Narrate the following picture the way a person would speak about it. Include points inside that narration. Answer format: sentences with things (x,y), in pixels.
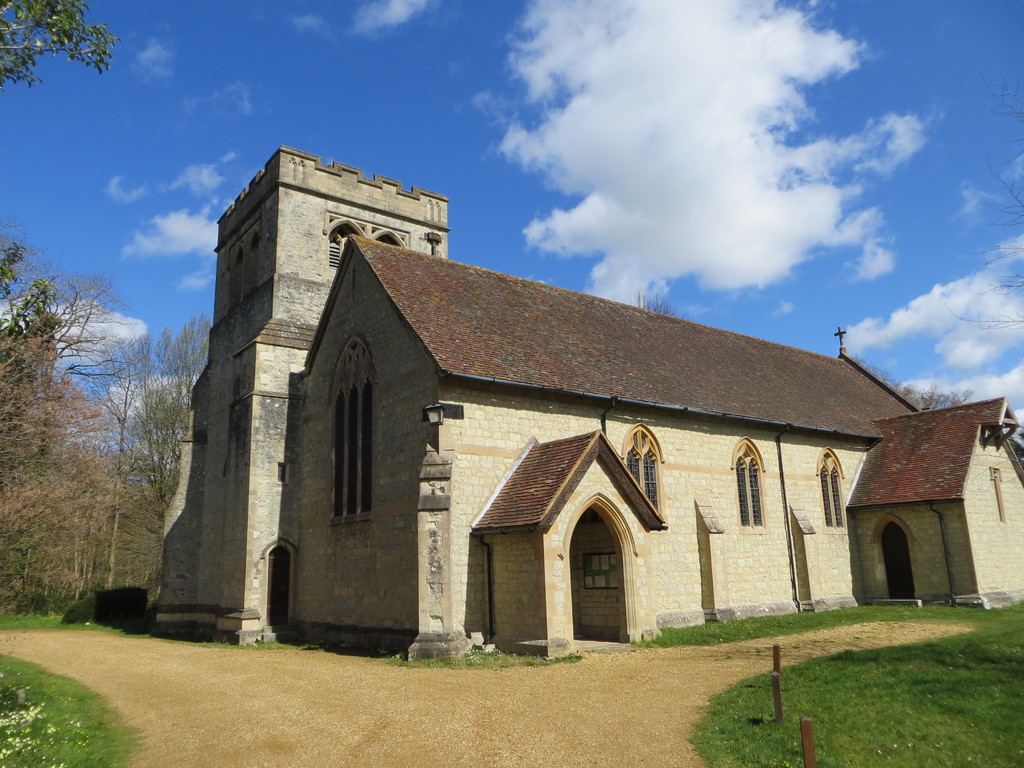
In this picture I can see a building (489,448) and few trees (31,483). I can see grass (851,672) on the ground (128,707) and a blue cloudy sky (753,218).
